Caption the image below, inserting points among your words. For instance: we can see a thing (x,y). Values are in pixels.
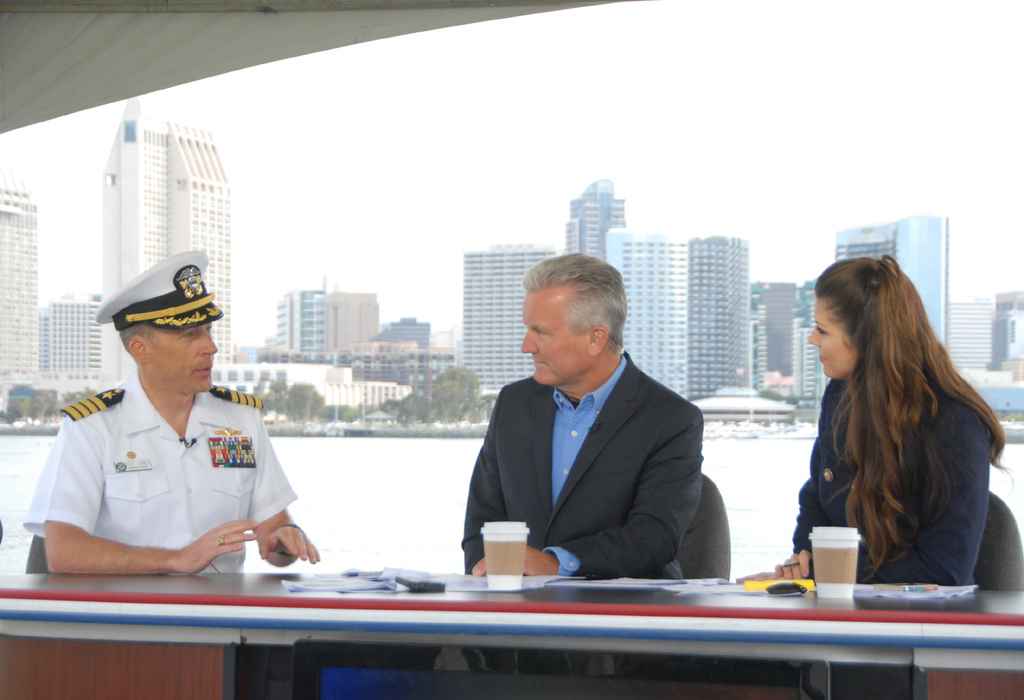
In this image there are three persons (194,523) are sitting on the chairs (701,499) as we can see the below of this image and there is a table (492,615) in the bottom of this image (820,584) and there are two cups (517,579) and some objects (581,586) are kept on it. There is a sea (360,509) in the background (375,488). There are some trees (405,406) and buildings (679,343) in the middle of this image (378,352). There is a sky (348,151) on the top of this image (693,92).
